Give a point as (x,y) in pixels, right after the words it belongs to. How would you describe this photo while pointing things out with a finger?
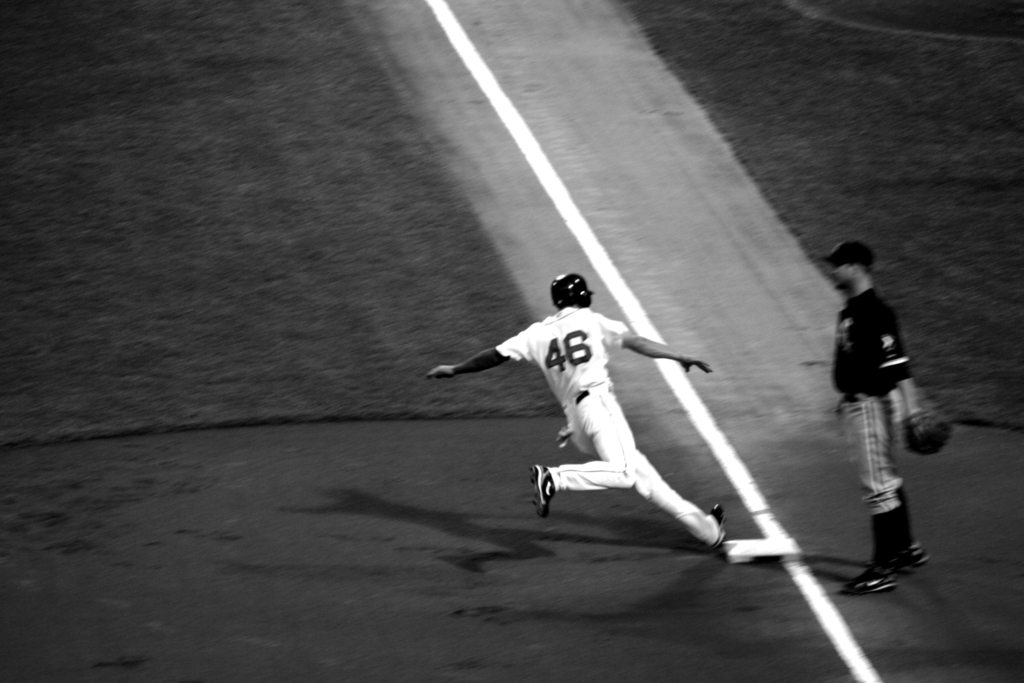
In this picture, we see a man (621,483) in the white T-shirt (592,362) is running. At the bottom (447,477), we see the pavement (446,557) or the soil (325,478). In the left top (282,212), we see the grass (349,260). On the right side (871,308), we see a man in the black T-shirt (877,332) is standing. In the right top (755,72), we see the grass (820,163). This is a black and white picture. This picture might be clicked in the playground (768,626).
